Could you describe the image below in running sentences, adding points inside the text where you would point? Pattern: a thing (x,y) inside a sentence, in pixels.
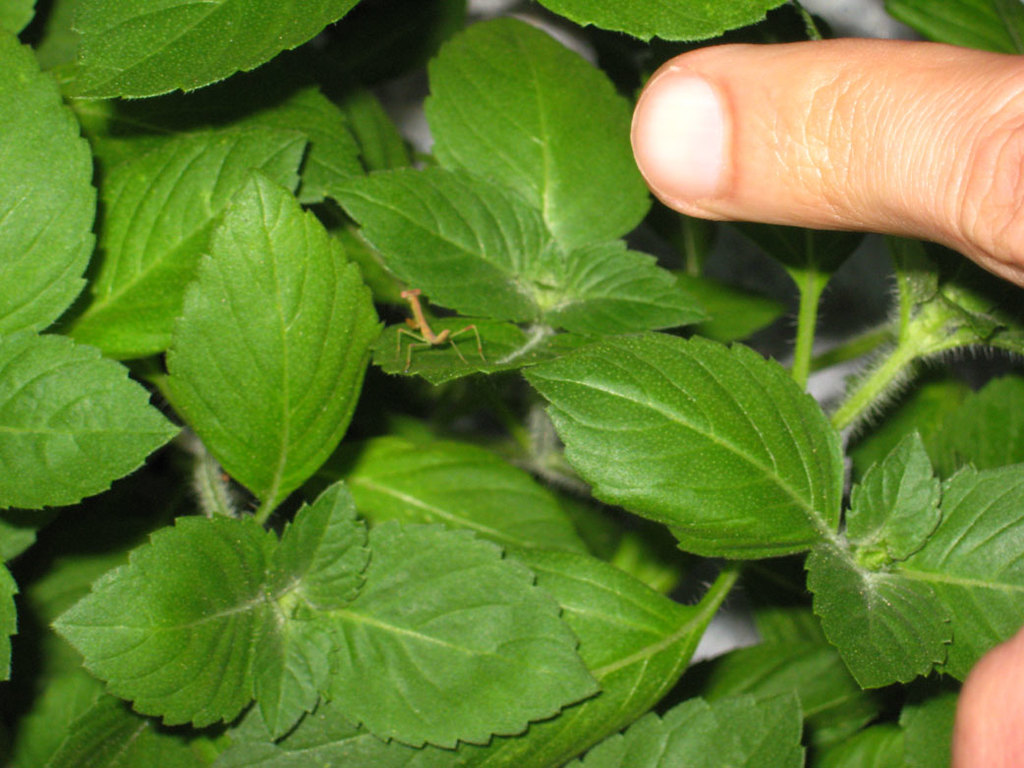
In this picture there is a finger (861,42) at the top side of the image (694,123) and there is a baby praying mantis (416,299) on the leaf (494,327) in the center of the image (514,338) and there are leaves (514,338) around the area of the image.
